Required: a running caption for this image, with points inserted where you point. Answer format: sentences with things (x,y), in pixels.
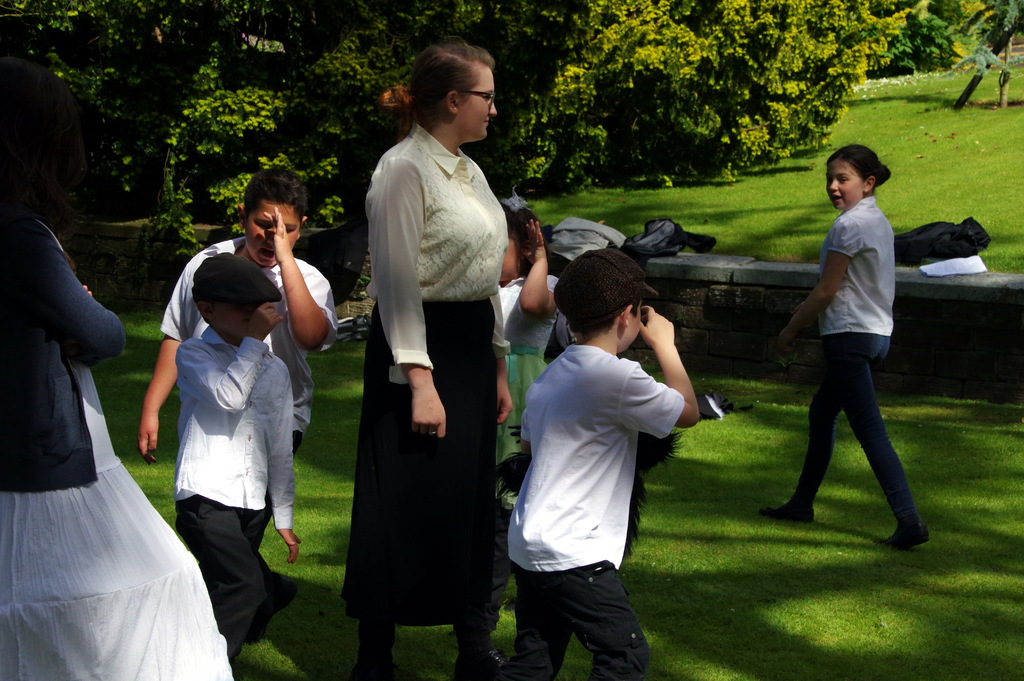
In the center of the image (471,366) we can see a lady (432,286) standing. She is wearing glasses (459,91) and there are kids (265,451). On the left (85,347) there is a girl (22,345). In the background (214,169) there are trees (595,113) and we can see bags (964,248) placed on the grass (735,233).
